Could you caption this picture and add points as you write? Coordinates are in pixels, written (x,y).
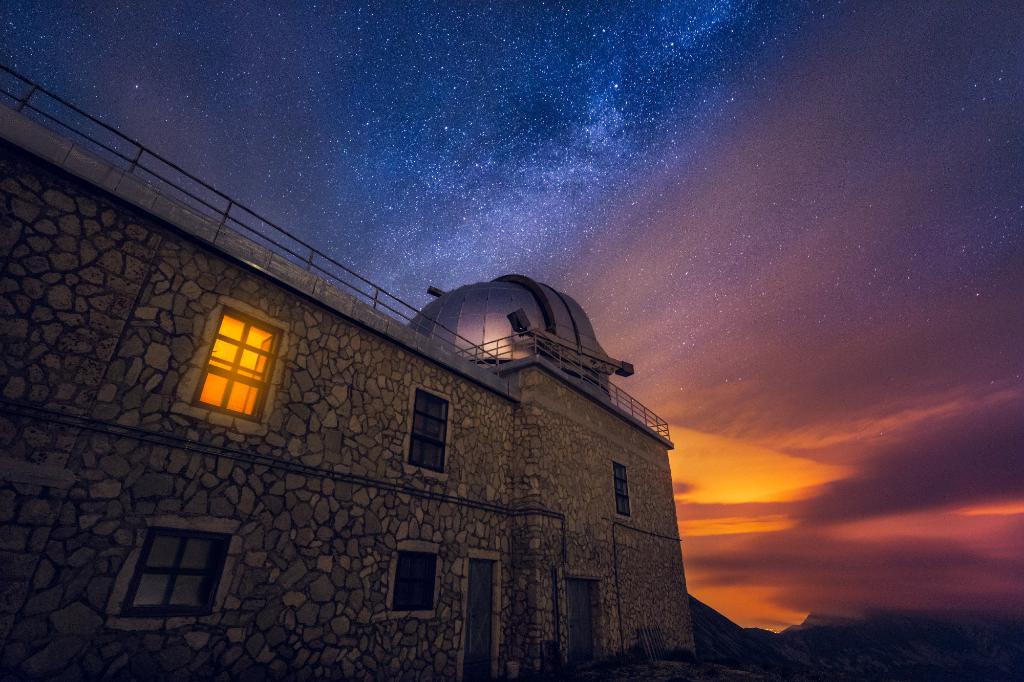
In the foreground of the picture (265,401) there is building (274,384), to the building (232,408) there are windows (212,396) and door (483,573). Sky (706,209) is colorful.
